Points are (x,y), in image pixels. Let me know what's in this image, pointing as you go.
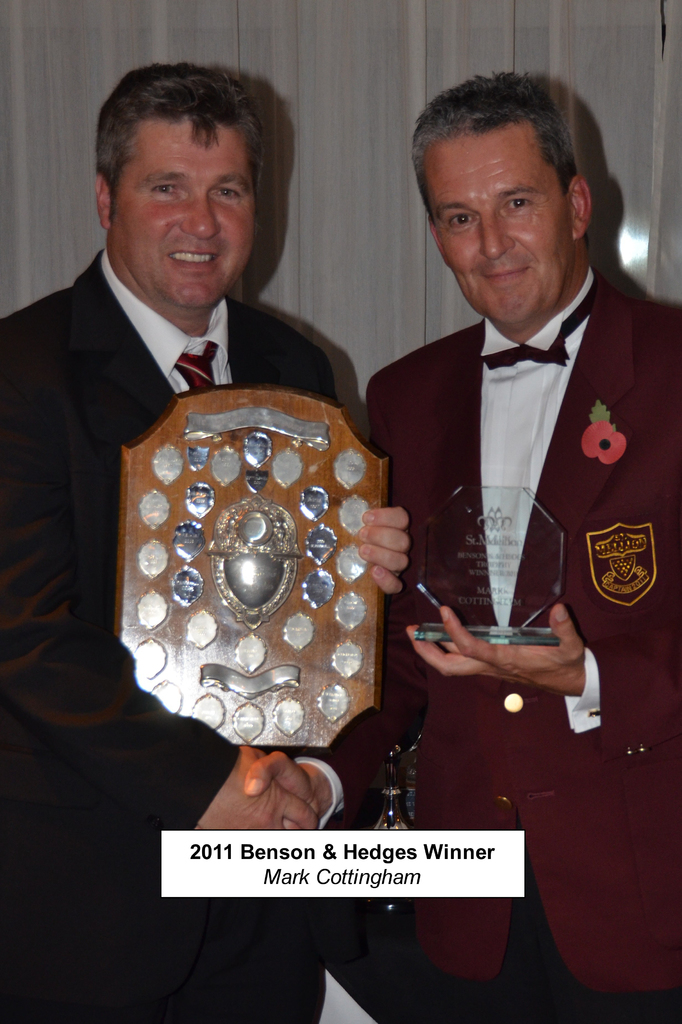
The picture consists of two men (196,313), they are shaking hands (281,801) and holding awards (380,599), they are wearing suits (620,428). At the bottom (365,879) there is text (287,880). In the background (313,85) it is curtain (482,64).
